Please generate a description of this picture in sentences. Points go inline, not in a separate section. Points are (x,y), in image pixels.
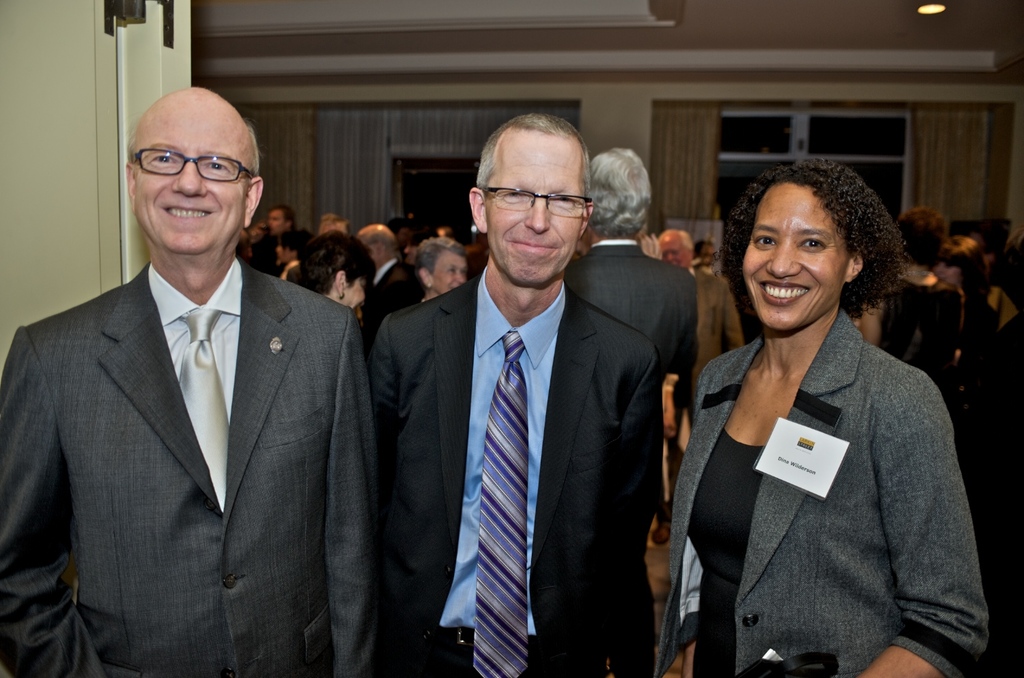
In this image we can see some group of persons (492,339) standing in a room (747,1), in the foreground of the image (426,468) there are three persons (374,374) two men (357,378) and a woman (837,505) wearing black color dress (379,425) and in the background of the image (495,91) there are some windows (854,133), curtain (655,145) and a wall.
